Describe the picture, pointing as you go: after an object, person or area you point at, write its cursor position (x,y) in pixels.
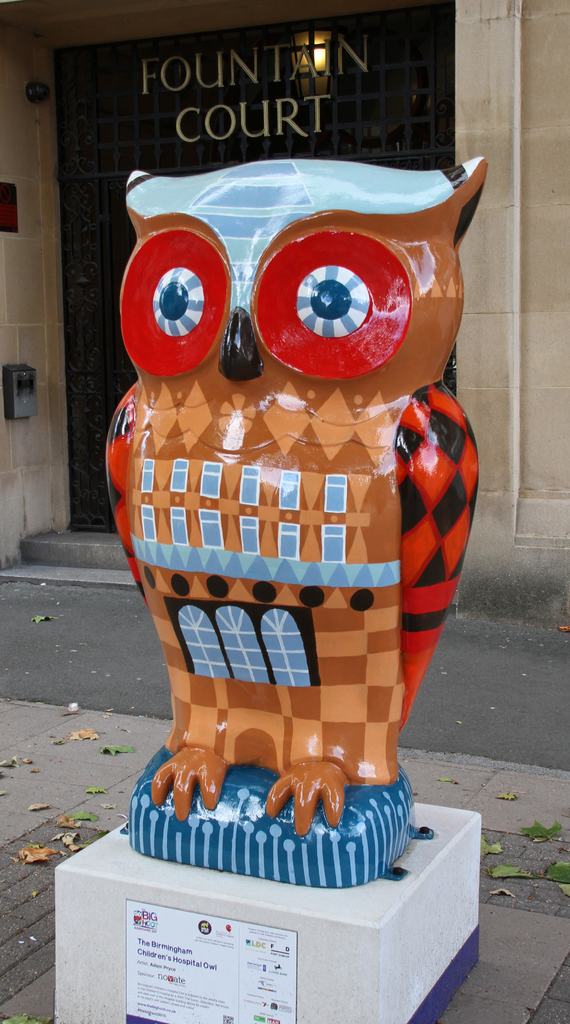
In the image there is a statue (288,656) of an owl (354,764) and behind the statue (288,232) there is a building (213,105).
